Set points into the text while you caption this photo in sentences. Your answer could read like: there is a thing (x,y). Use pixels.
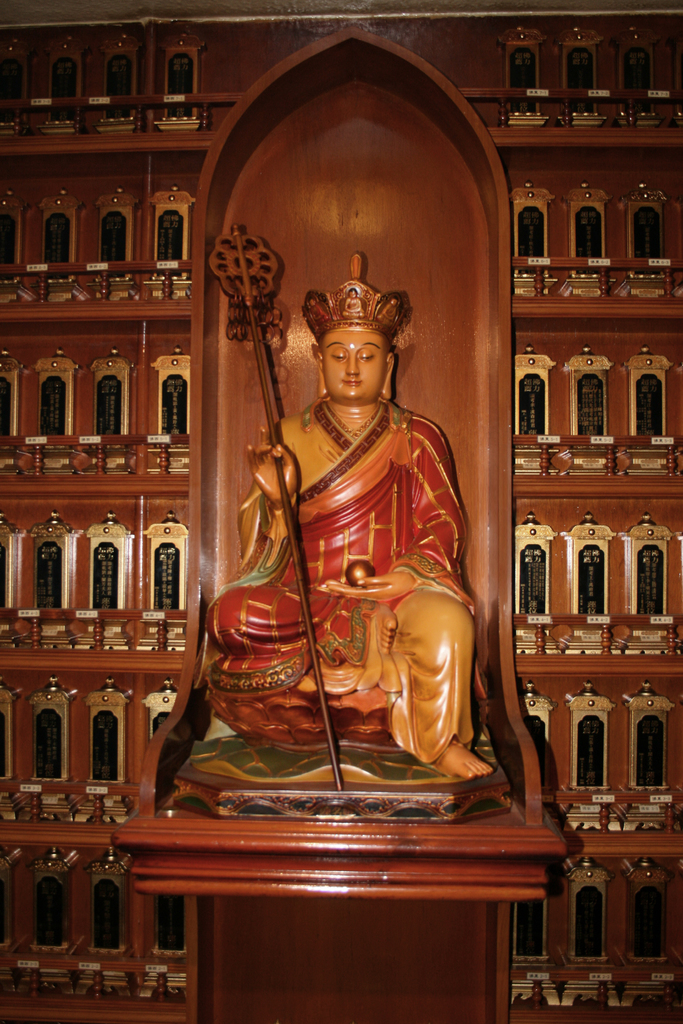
In this image we can see a sculpture (356,553) of a person (320,535) holding a stick (296,527) and a ball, behind it, there is a wall (155,690), there might be shelves (150,310) on it.
